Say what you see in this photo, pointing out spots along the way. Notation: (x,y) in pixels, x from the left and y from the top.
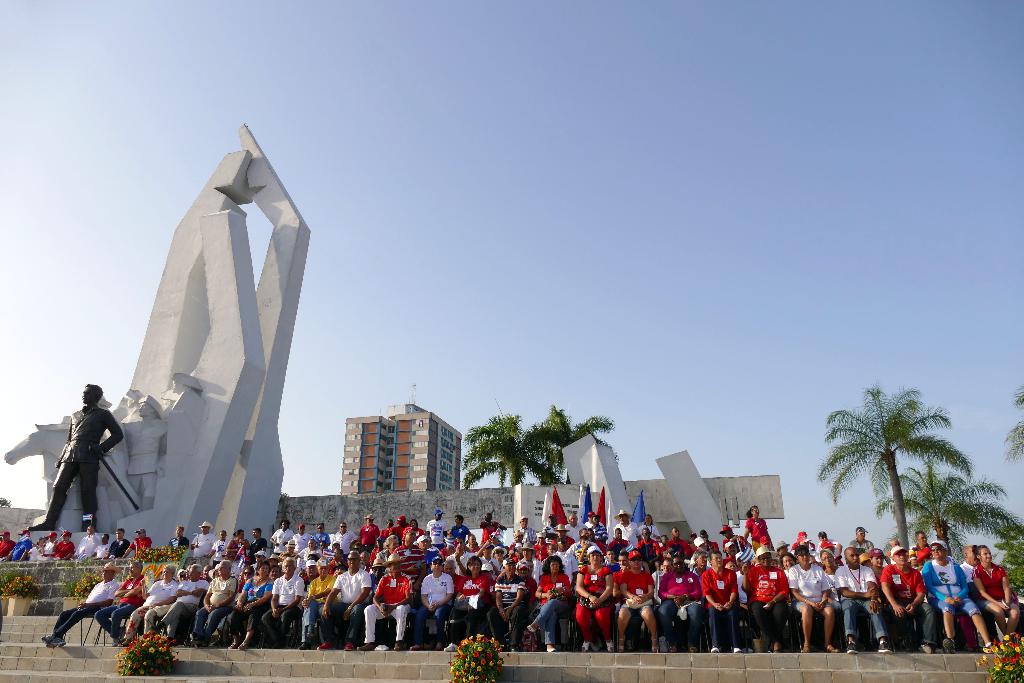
At the bottom (694,553) there are few persons (627,625) sitting on the chairs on the steps (830,653) and few persons (115,540) are standing and we can see plants (129,653) with flowers (132,668) on the steps (67,674), flags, statues (130,482) on the left side (162,534). In the background (436,481) there are trees (501,448), buildings (436,481) and sky (400,371).
